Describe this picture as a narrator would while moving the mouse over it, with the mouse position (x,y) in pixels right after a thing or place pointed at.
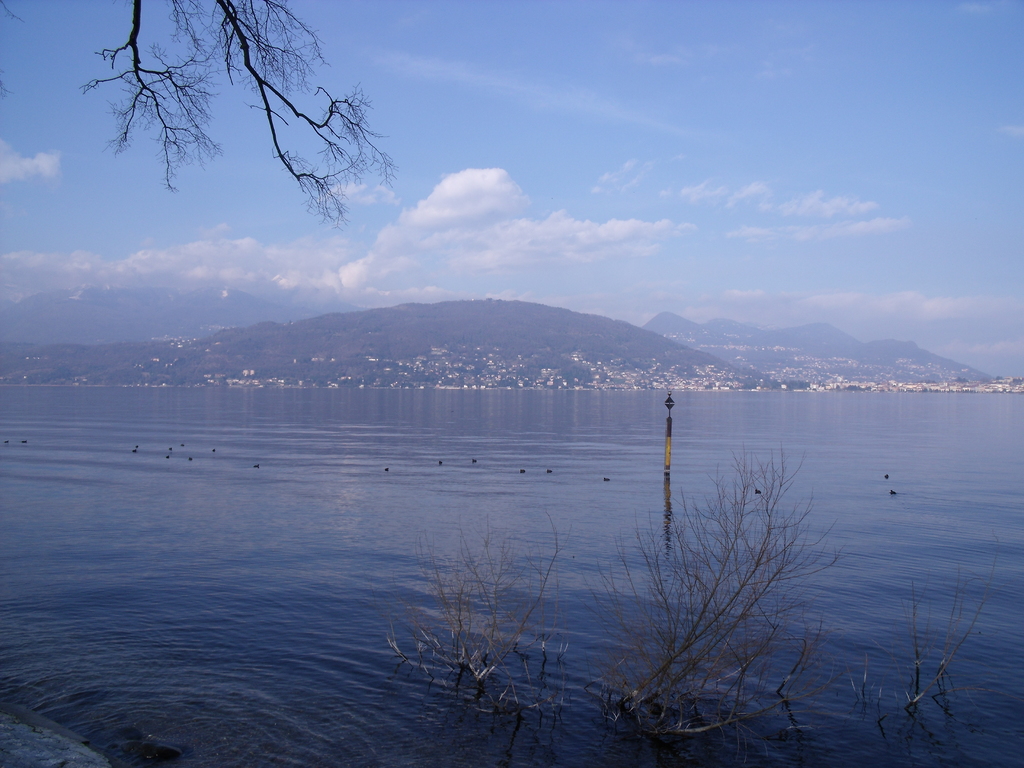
At the bottom of the image (310,652) there is a sea (245,452). In the background (632,335), I can see the hills (443,331). At the top of the image (677,98) I can see the sky (670,109) and clouds (482,212) and also I can see the stems (250,57) of a tree (187,24).
